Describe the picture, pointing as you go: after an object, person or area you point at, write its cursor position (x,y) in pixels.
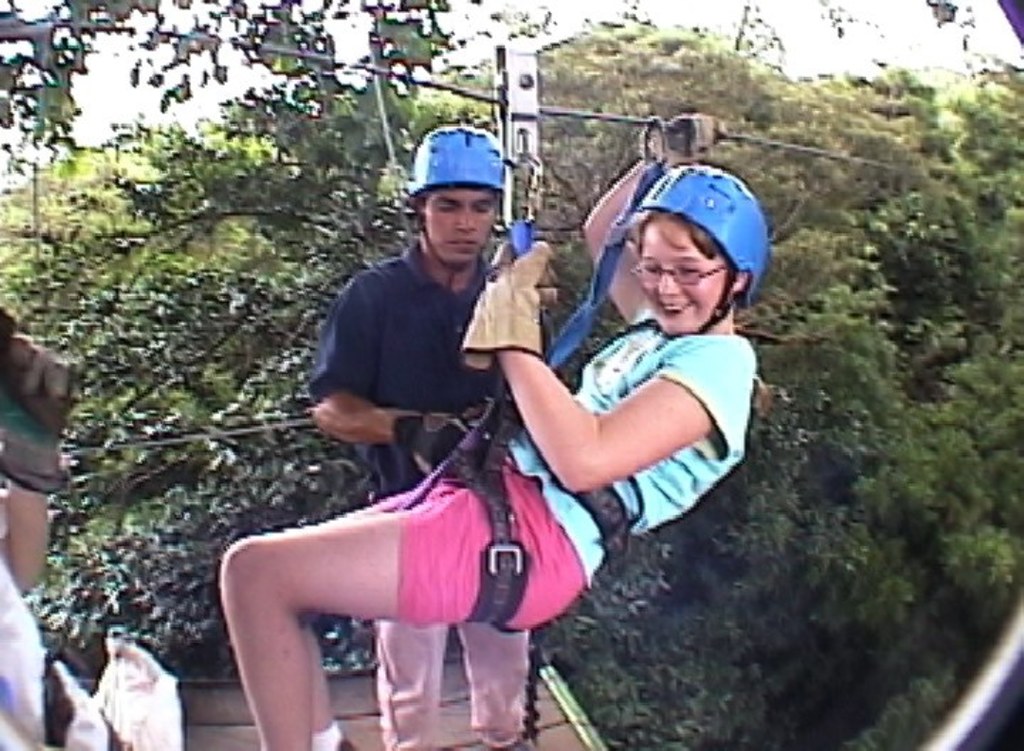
In this picture, girl (636,429) in the blue t-shirt (579,398) who is wearing a blue helmet (691,180) is ziplining. She is smiling. Beside her, a man (404,338) in the blue shirt (379,331) who is wearing a blue helmet (419,162) is standing. There are many trees (161,334) in the background (658,537). We even see a man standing on the left bottom of the picture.
